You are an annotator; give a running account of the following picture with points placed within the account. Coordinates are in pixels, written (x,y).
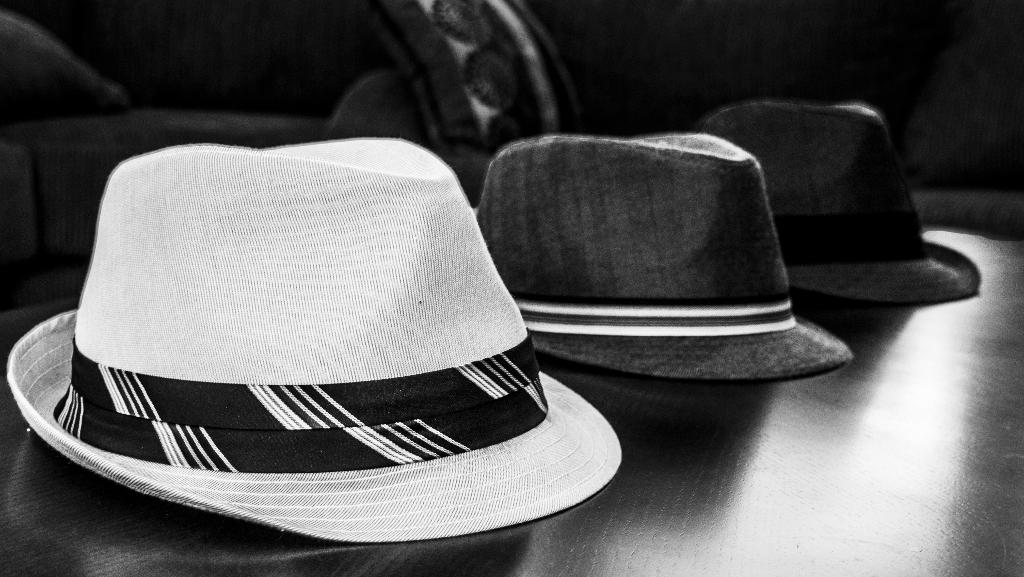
In this picture I can see three hats (599,338) on the surface (648,439).
